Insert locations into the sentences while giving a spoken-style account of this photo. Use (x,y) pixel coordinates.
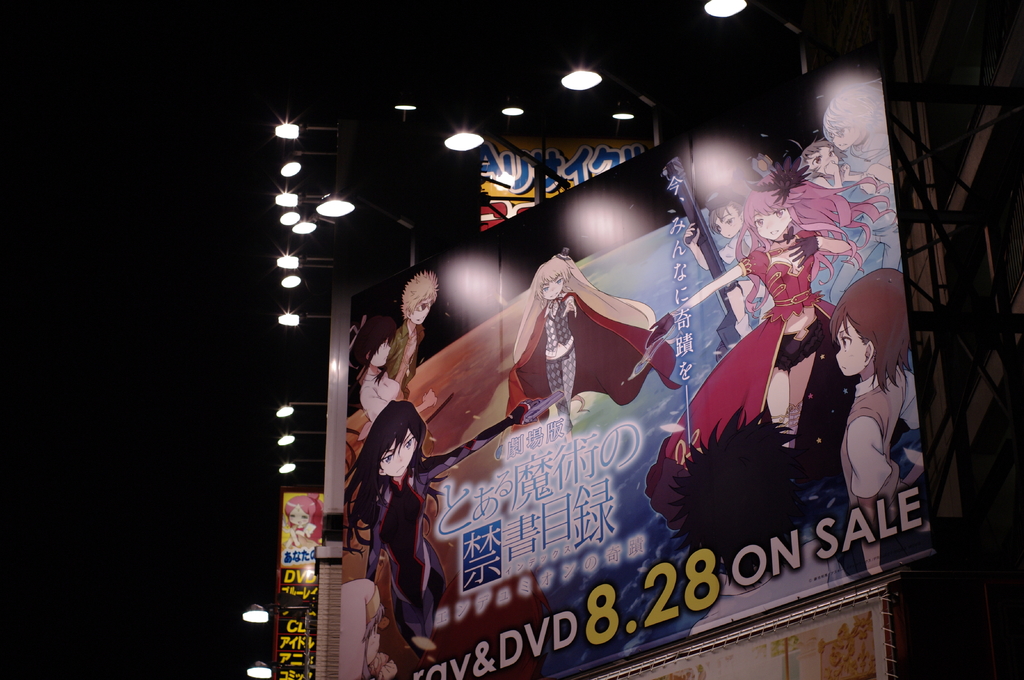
In this image we can see a hoarding (547,299) with depiction of person's (757,297) and text (437,623). There are lights (335,202). At the top of the image (246,36) there is sky (210,48). To the right side of the image (969,194) there are rods (968,362).
